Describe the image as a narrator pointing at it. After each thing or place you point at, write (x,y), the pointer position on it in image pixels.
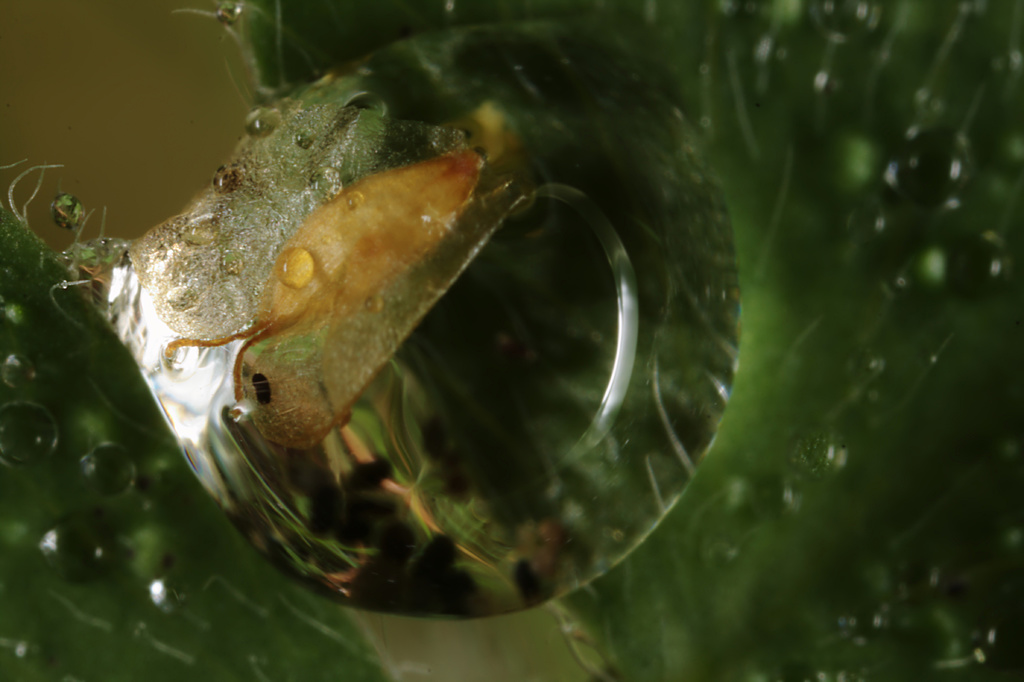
In this image we can see a green color object (878,546) with water droplets (611,407).
